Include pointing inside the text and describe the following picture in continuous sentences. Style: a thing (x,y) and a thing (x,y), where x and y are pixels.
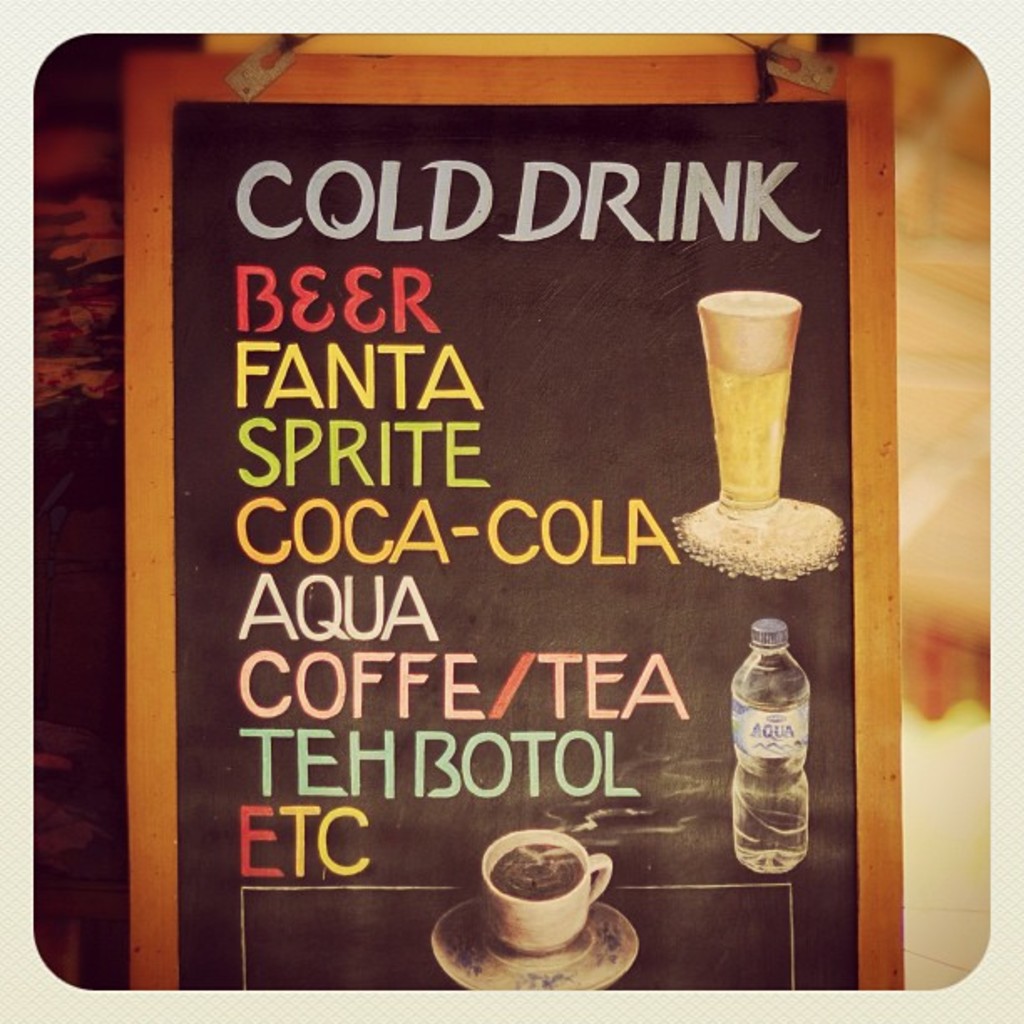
This is a photo. In the center of the image (383,347) we can see a board (377,383). In the background (959,93) the image is blur.
